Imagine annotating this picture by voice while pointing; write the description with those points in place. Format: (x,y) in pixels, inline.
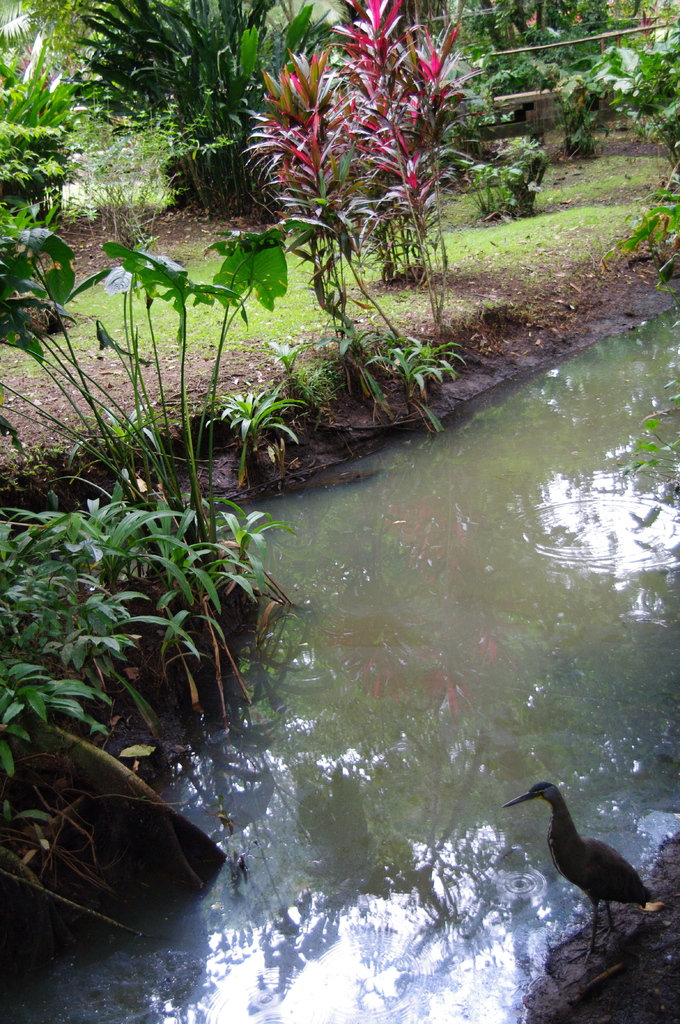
In the image there are many plants (322,288) and trees (391,2) all over the image on grassland (512,264) with a canal (549,608) in front of it and a bird (606,855) standing on the right side (607,898).
